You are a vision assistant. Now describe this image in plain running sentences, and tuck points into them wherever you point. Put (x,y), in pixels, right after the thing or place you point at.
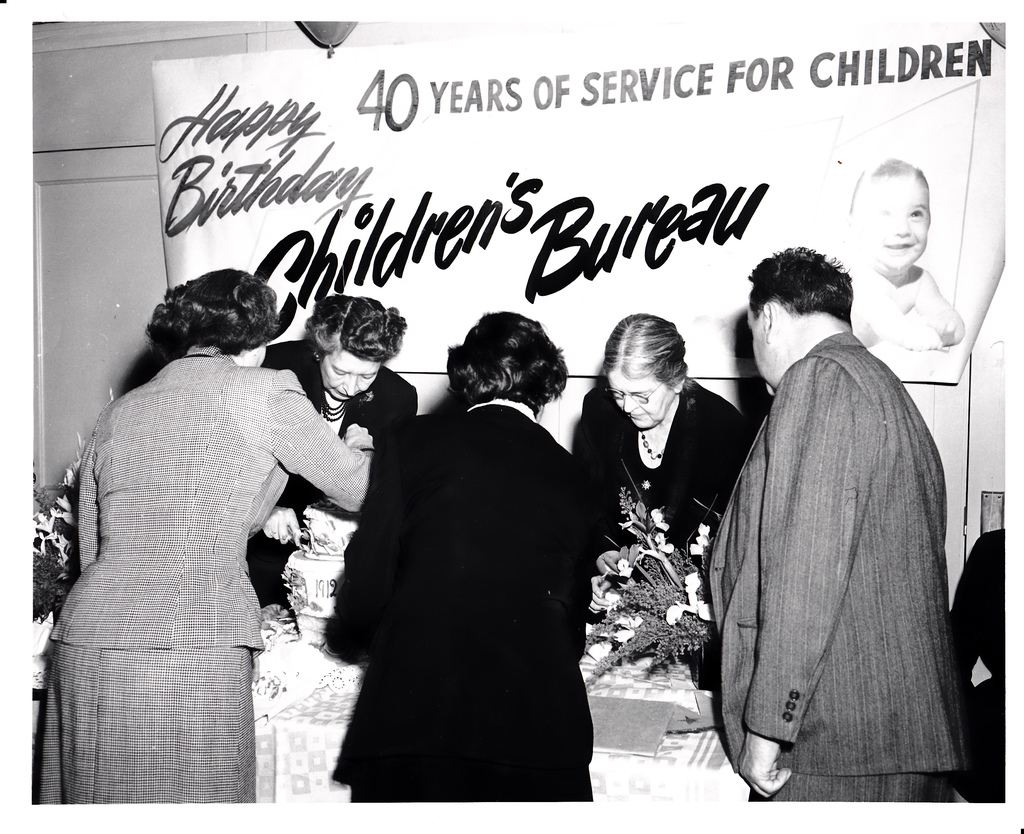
This is a black and white picture. Here we can see few persons (495,614). There is a table (677,772). On the table (702,785) we can see a cloth (643,796) and flower vase (635,583). In the background (666,291) we can see a banner (915,242).
